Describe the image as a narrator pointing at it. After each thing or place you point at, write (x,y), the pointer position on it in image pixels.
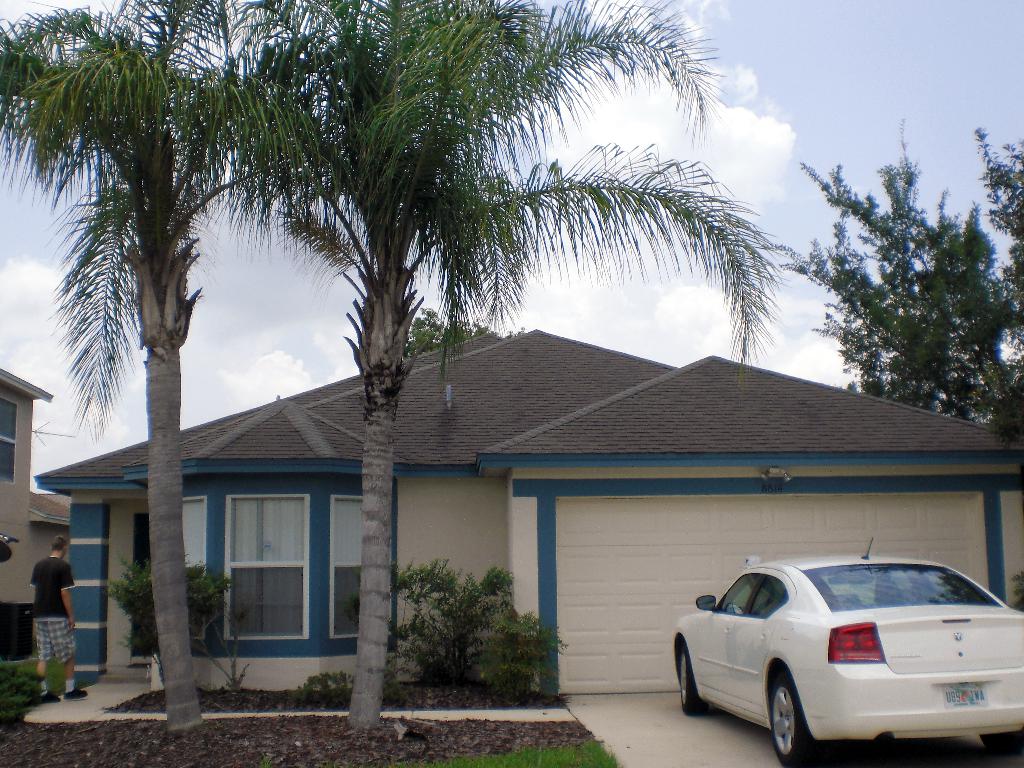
On the right side (861,634), I can see a car (719,643) on the ground (660,705). On the left side (155,596) there are some plants (233,624), trees (188,592) and a man (38,630) is walking on the ground (87,701). In the background (523,499) there is a house (568,515). At the top of the image (882,80) I can see the sky (803,81) and clouds (730,149).
